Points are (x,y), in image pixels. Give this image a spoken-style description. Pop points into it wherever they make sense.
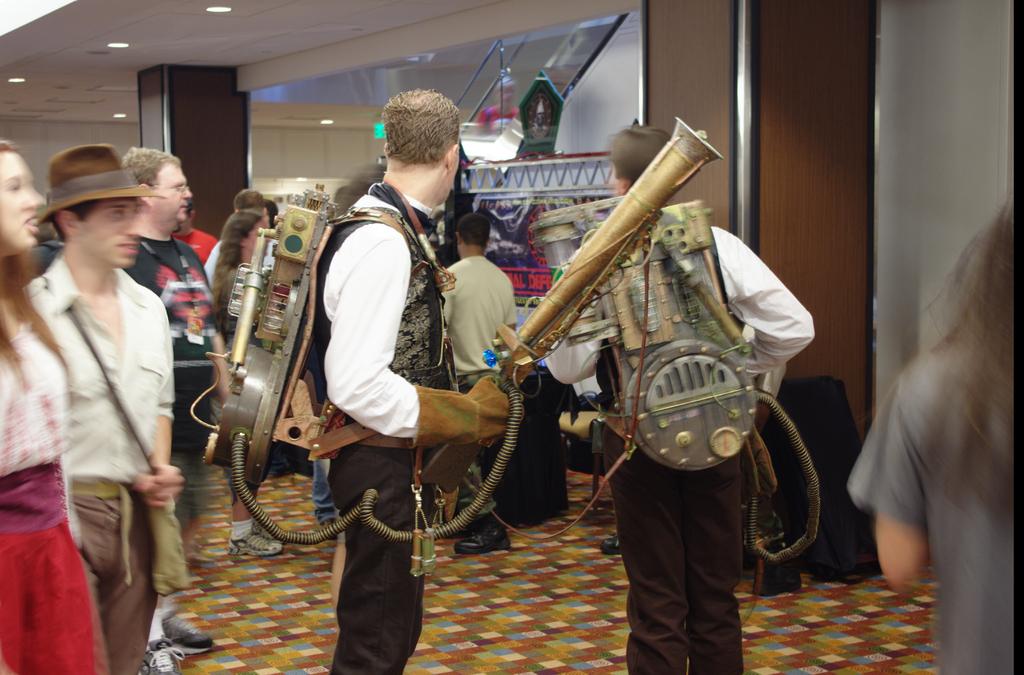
This picture shows few them standing and we see a man (113,194) wore a hat (98,189) on his head (111,211) and he wore a bag (180,558) and we see couple of men (389,254) wore machines (317,201) on their back (646,337) and a man (357,232) holding a metal pipes (609,231) in his hand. and we see lights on the roof (182,59).
